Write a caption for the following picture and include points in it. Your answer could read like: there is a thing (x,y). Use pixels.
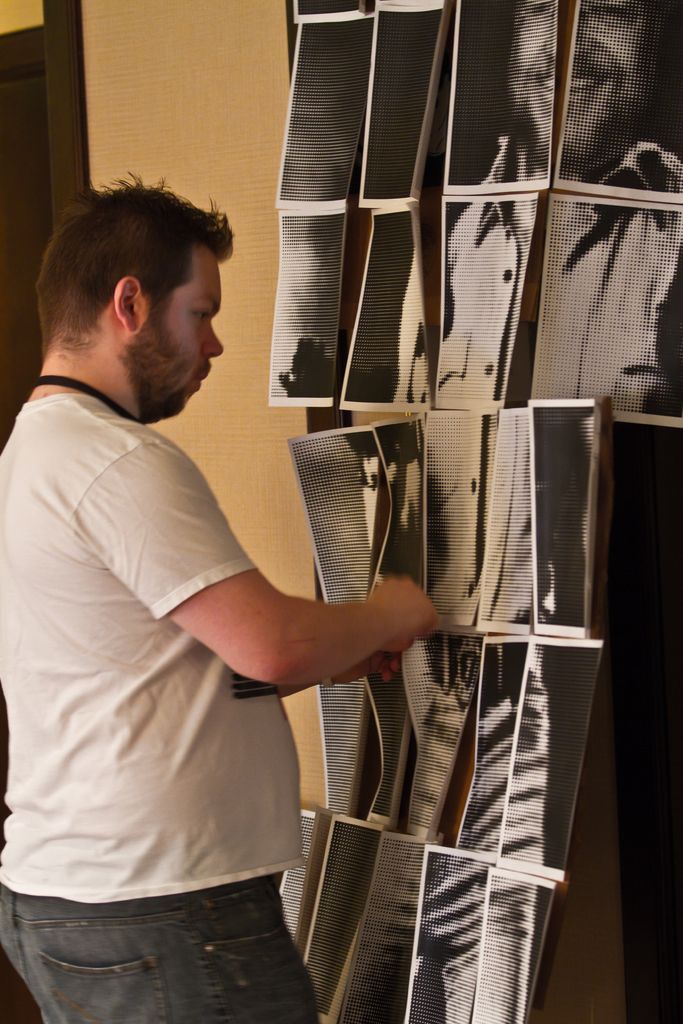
In the foreground of this image (151,689), on the left (118,764), there is a man (168,568) standing. On the right (477,114), there are few posters (544,598) on the board (603,390). In the background (148,77), there is a wall (149,79).
